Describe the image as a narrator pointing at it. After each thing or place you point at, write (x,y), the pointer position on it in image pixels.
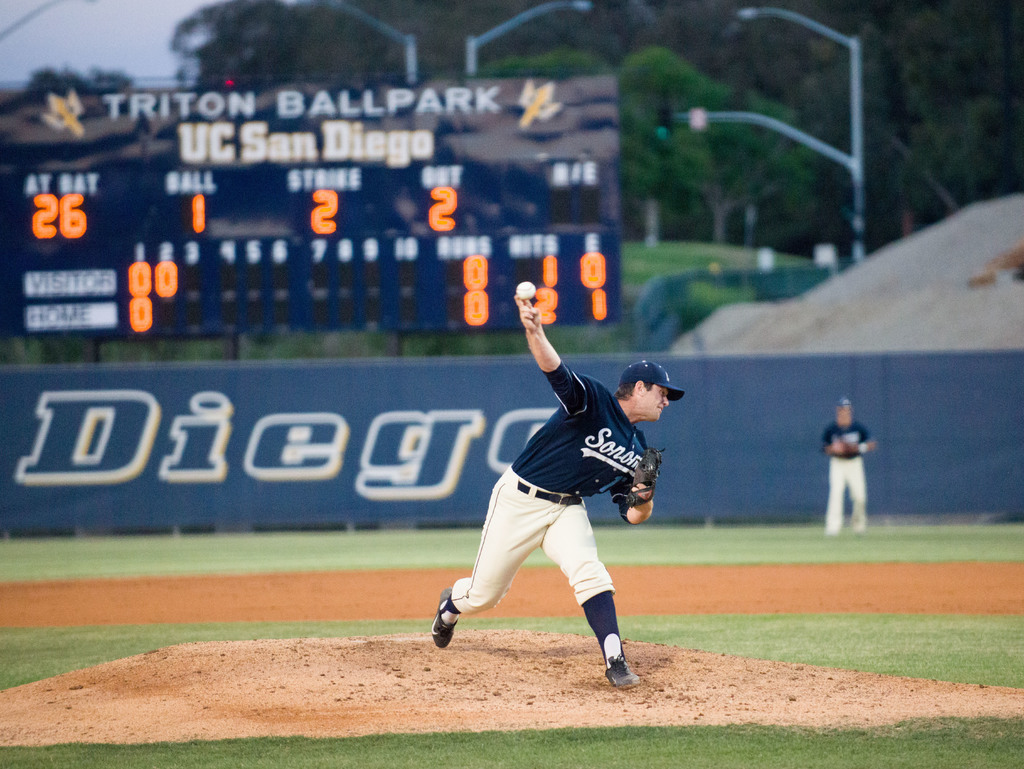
In this image there is a ground (19,643), on which there are two people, one person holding a ball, there is a fence (506,419), on which there is a text (51,407). Behind the fence (698,422) there are poles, the sky (65,65), board (269,94) on which there is a text (226,243).
